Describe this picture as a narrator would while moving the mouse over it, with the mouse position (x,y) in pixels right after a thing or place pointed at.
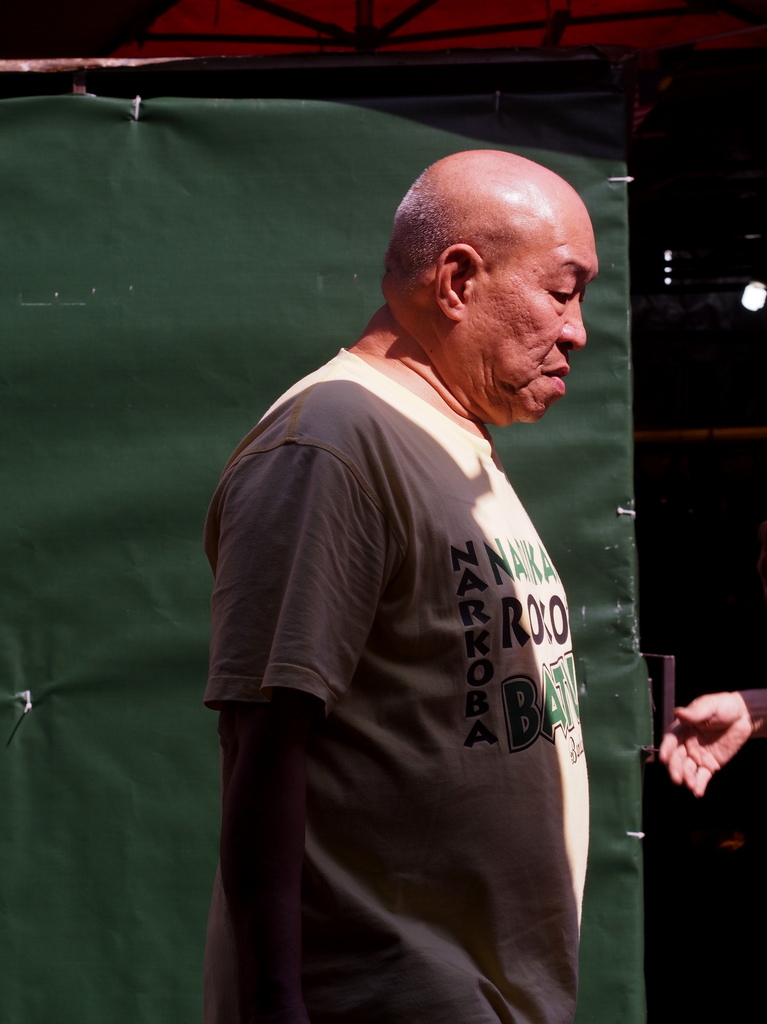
In this image we can see a person (395,456) standing, also we can see a green color object (153,301) and a person's hand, the background is dark.
